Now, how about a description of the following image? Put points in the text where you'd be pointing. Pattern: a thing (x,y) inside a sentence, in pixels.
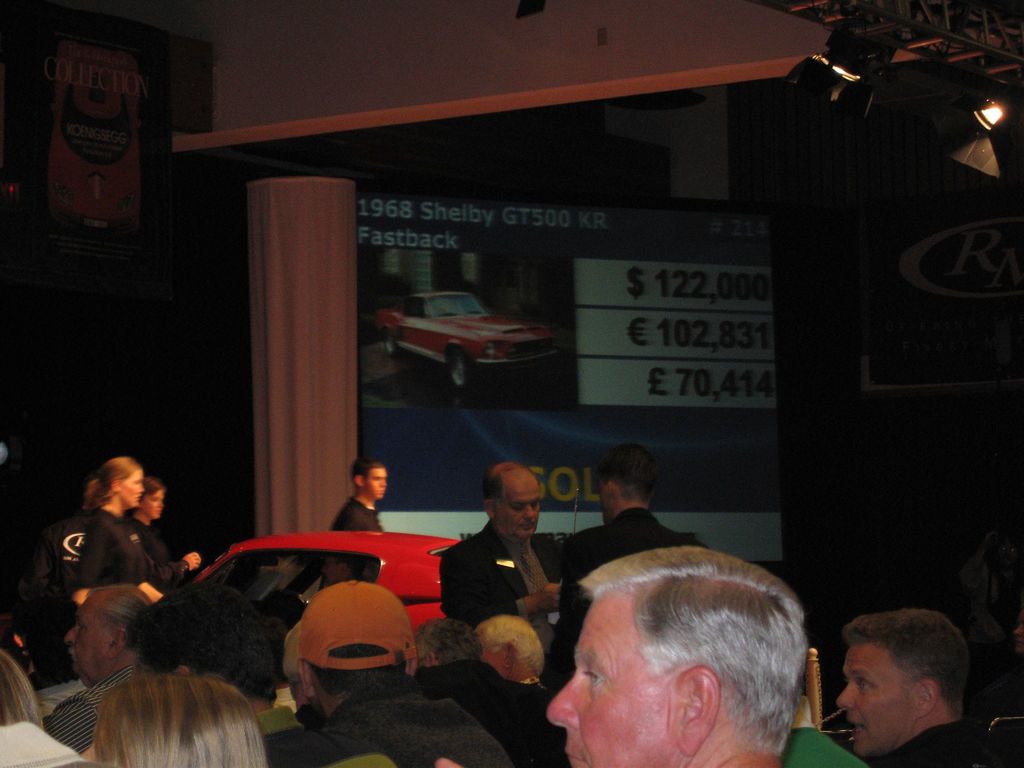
This is an image clicked in the dark. At the bottom (527,661) there are few people (303,703) and a red color vehicle (317,569). In the background (293,353) there is a white color curtain (296,381) and a board (411,332) is attached to the wall (808,313). On the board (646,338), I can see some text (636,343) and an image (510,358) of a car (441,344). On the right side (936,243) there are few objects (895,333) in the dark. At the top (361,55) there is a board (716,70) and also I can see a light (990,112) attached to a metal rod (948,31).
